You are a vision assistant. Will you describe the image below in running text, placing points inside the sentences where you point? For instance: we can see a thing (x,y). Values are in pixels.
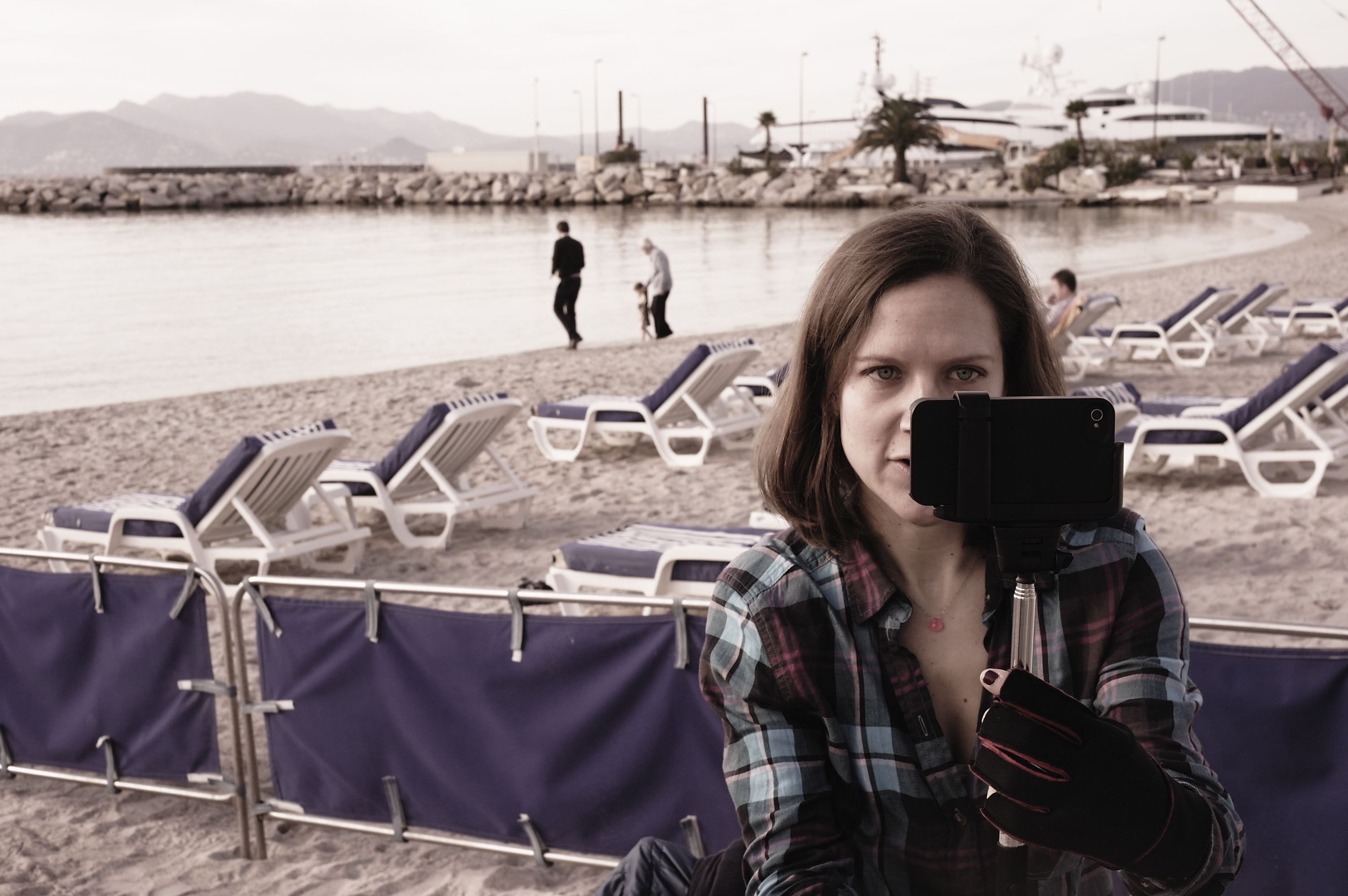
In this picture there is a woman (734,800) holding a stick (1025,657) with phone (1007,408) and we can see rods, curtains (506,714), chairs (1309,369), sand (652,498) and people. In the background of the image (402,295) we can see water (444,223), stones (853,172), trees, ships (840,139), poles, hills (1225,104), crane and sky (510,106).
